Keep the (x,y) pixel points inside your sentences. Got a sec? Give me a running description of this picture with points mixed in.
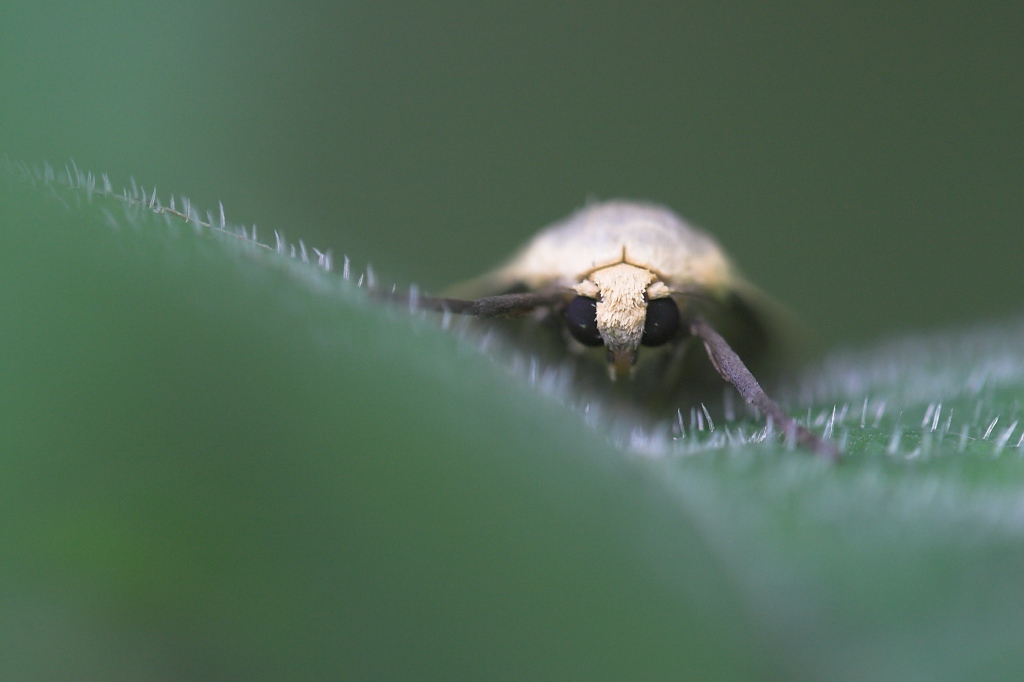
In this image we can see an insect (591,368) on a green surface (425,411). In the background of the image (947,73) there is a blur background (930,48).
